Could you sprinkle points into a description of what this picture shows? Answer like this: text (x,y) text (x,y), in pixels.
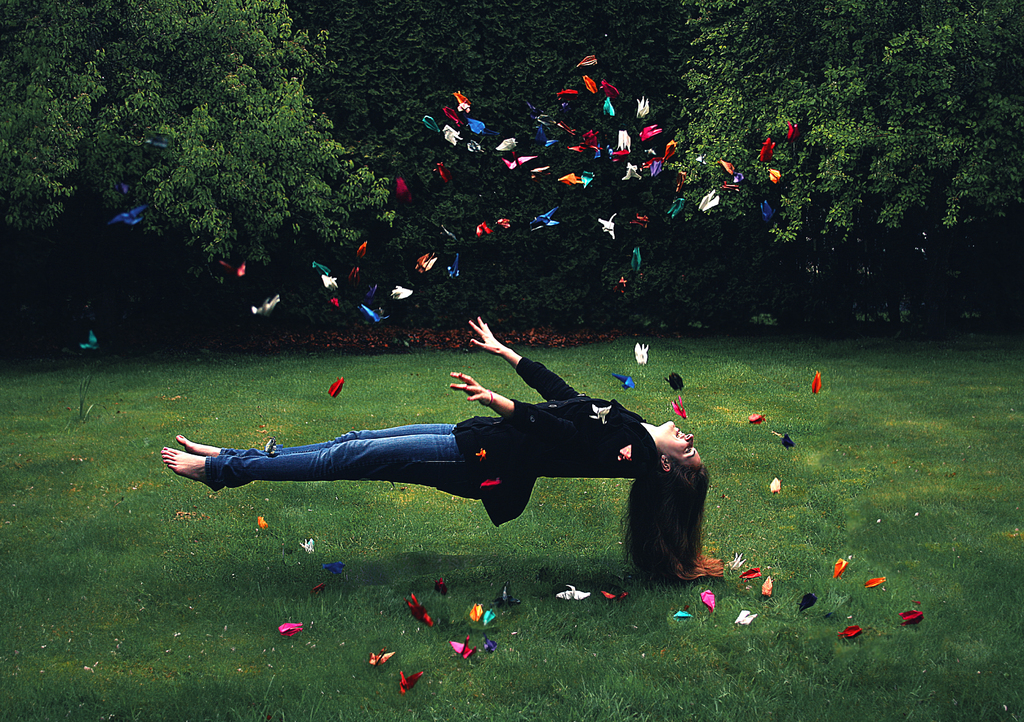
In this image we can see a girl (498,473) in the air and her hair (708,557) is touching the grass (558,634) and there are small different types of color objects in the air (411,254) and on the grass (289,673) on the ground (289,673). In the background (337,96) there are trees (276,77) on the ground (188,481).
